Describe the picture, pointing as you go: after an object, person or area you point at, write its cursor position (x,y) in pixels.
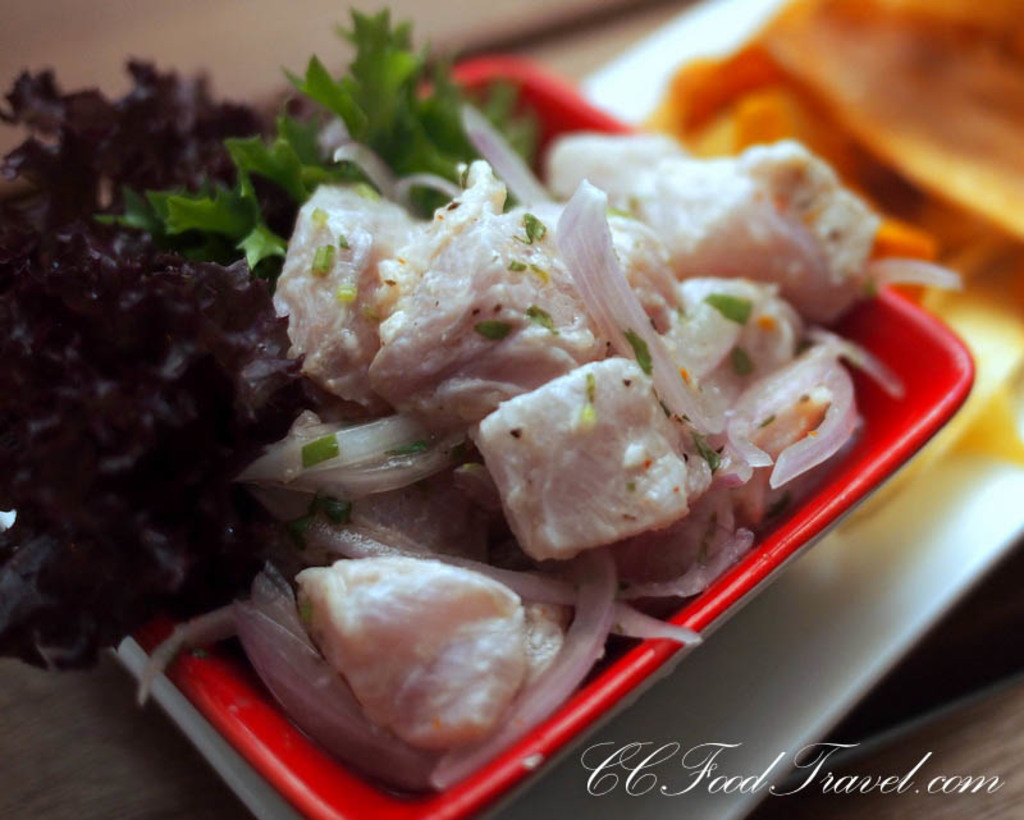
In this image there is a bowl (739,579). In the bowl (743,566) there are some meat pieces (549,358) and some green leaves (394,151) beside it. At the bottom (768,657) there is another white plate (801,672) on which there is some food (904,156).
